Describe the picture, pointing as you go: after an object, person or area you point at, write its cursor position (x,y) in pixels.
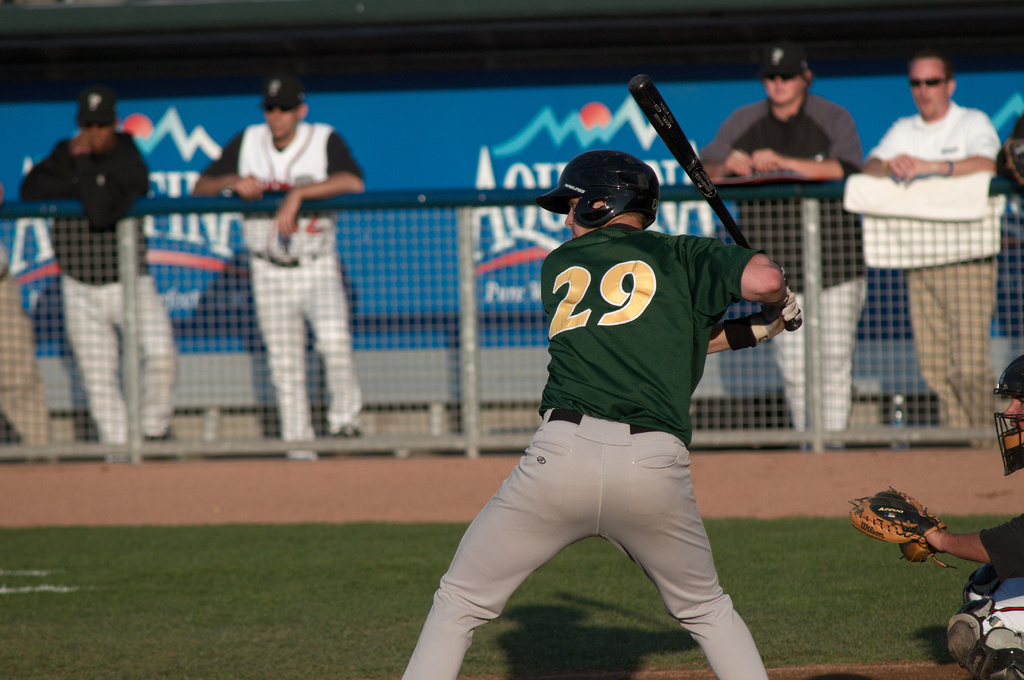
This person (648,334) is holding a bat (727,220) and wore a helmet (644,205). Another person (1015,424) wore a helmet (1020,442) and gloves (925,527). Backside of this mesh (252,273) there are people (56,156) and hoarding (466,155).
